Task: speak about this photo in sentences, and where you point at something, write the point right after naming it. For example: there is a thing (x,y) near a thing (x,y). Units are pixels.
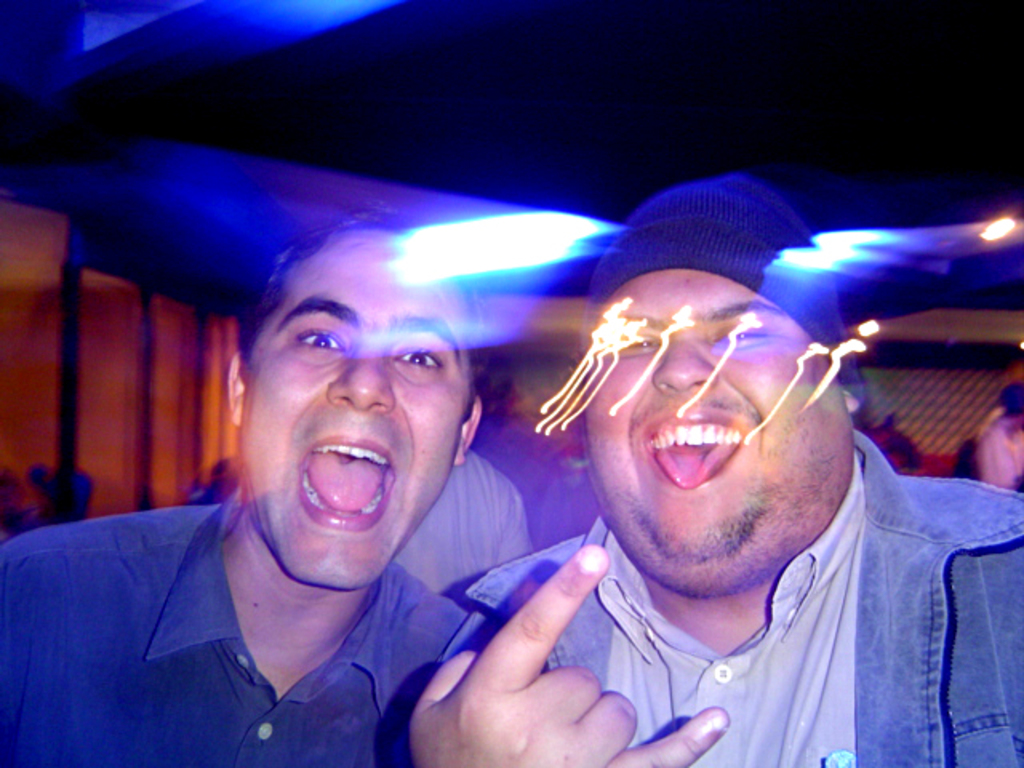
In this image I can see two men (256,433) in the front (675,654) and on the right side (908,751) I can see one of them is wearing a cap (780,272). In the centre of this image (483,271) I can see number of lights (536,258) and I can see this image is little bit blurry in the background (582,232).
